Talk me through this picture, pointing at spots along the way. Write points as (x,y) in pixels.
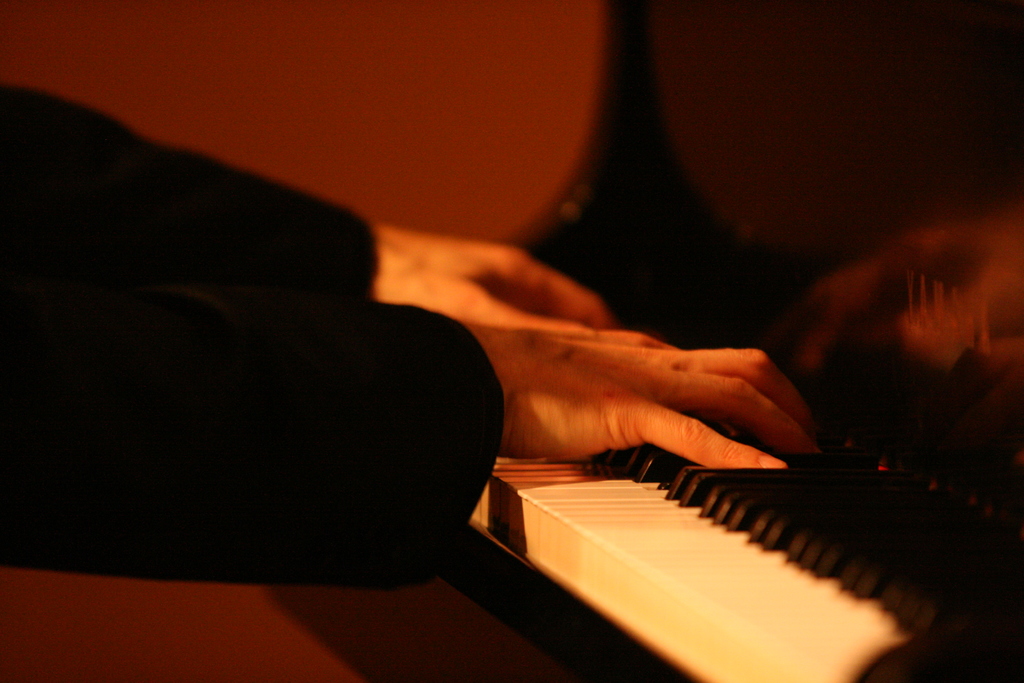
There is a person (391,376) playing piano keyboard (530,463).
